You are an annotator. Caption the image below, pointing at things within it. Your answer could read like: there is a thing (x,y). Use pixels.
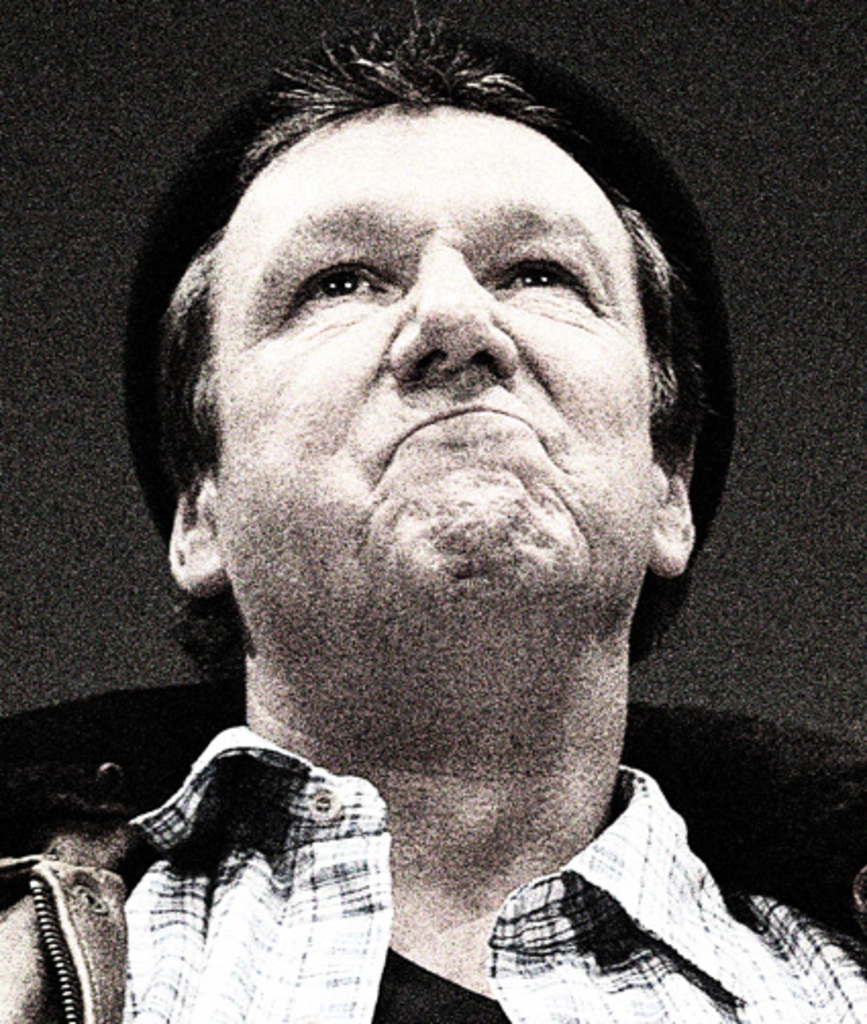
In this image we can see a man (424,603) wearing a jacket (56,895).
